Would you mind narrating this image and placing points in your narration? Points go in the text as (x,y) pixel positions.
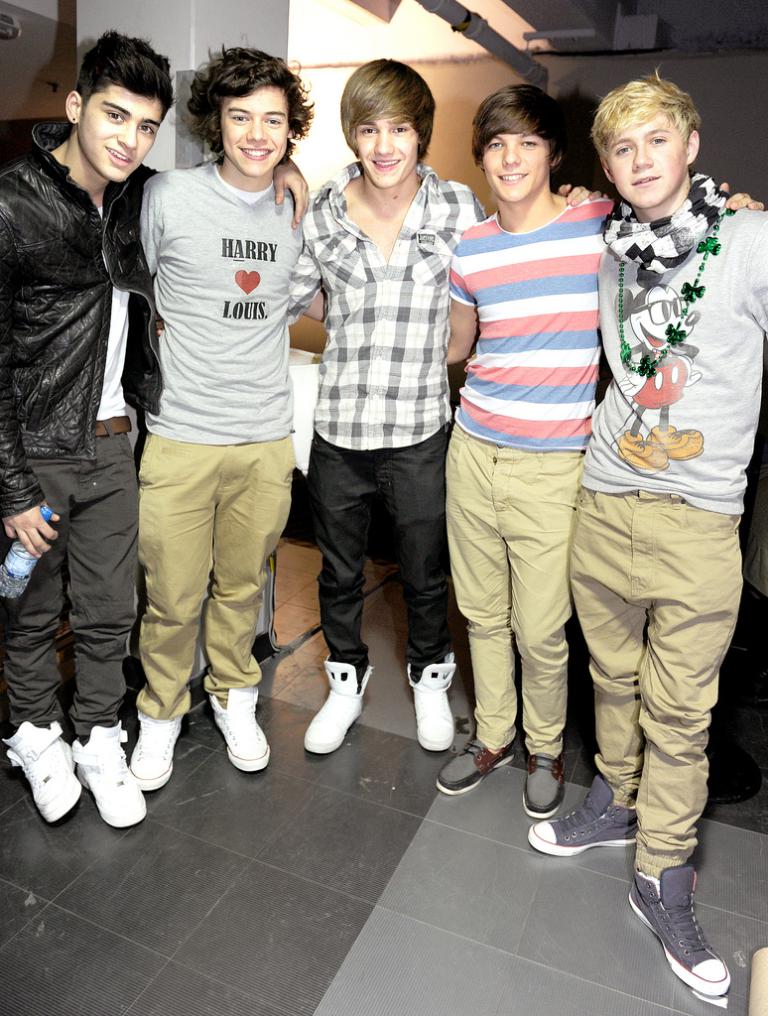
In this picture I can see there are a group of five people (324,492), there are standing and in the background (502,68) there is a wall (293,27).
